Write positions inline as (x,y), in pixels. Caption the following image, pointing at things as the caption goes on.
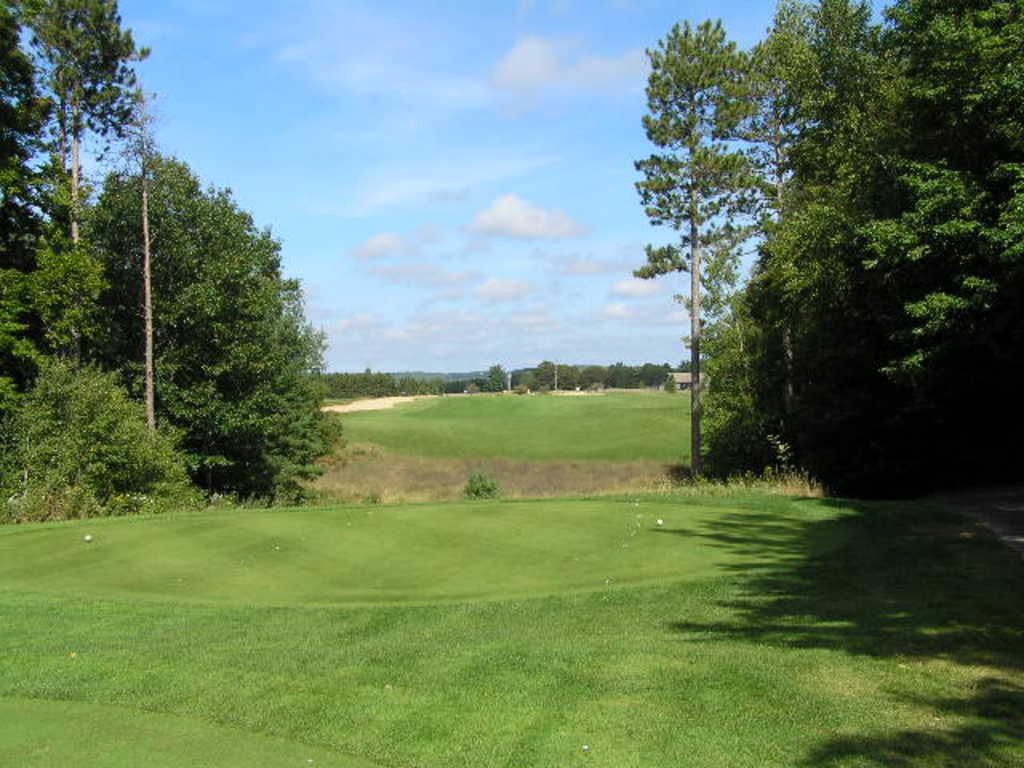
On the ground (424,602) there is grass (406,422). On the sides there are trees (874,328). In the background (511,197) there are trees (609,370) and sky (431,223) with clouds (477,299).
